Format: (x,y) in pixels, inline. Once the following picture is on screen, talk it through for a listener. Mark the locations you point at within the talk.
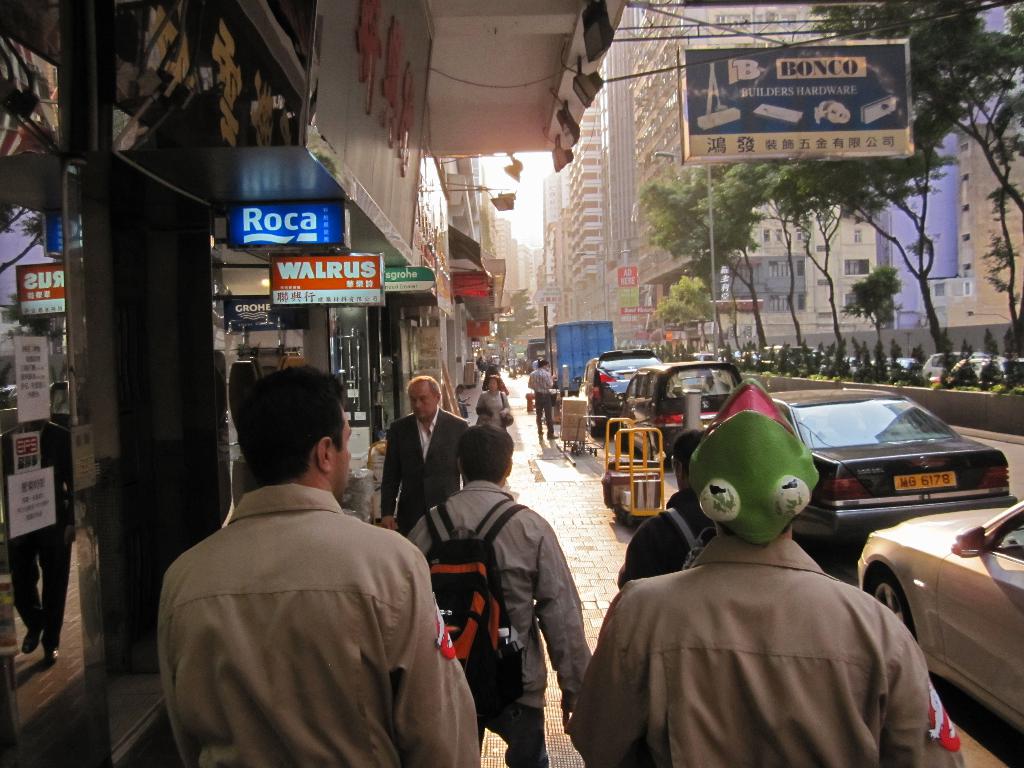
In this image we can see a group of people (708,606) and some vehicles (605,426) on the ground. We can also see some buildings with windows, the sign boards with some text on them, some plants (830,360), a group of trees (790,309), poles (690,427) and the sky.
